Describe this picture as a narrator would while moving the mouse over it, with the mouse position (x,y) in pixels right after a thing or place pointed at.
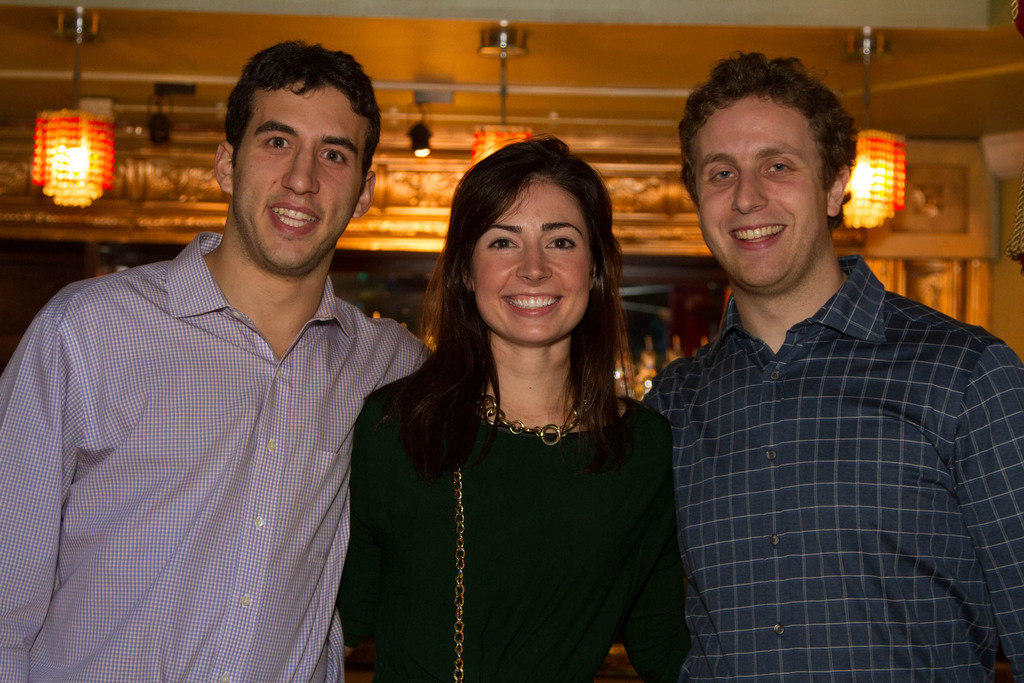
I can see two men (720,554) and one woman (675,532) standing and smiling. These are the lamps (55,149), hanging to the roof (455,98). In the background (927,230), that looks like an arch (458,147).
